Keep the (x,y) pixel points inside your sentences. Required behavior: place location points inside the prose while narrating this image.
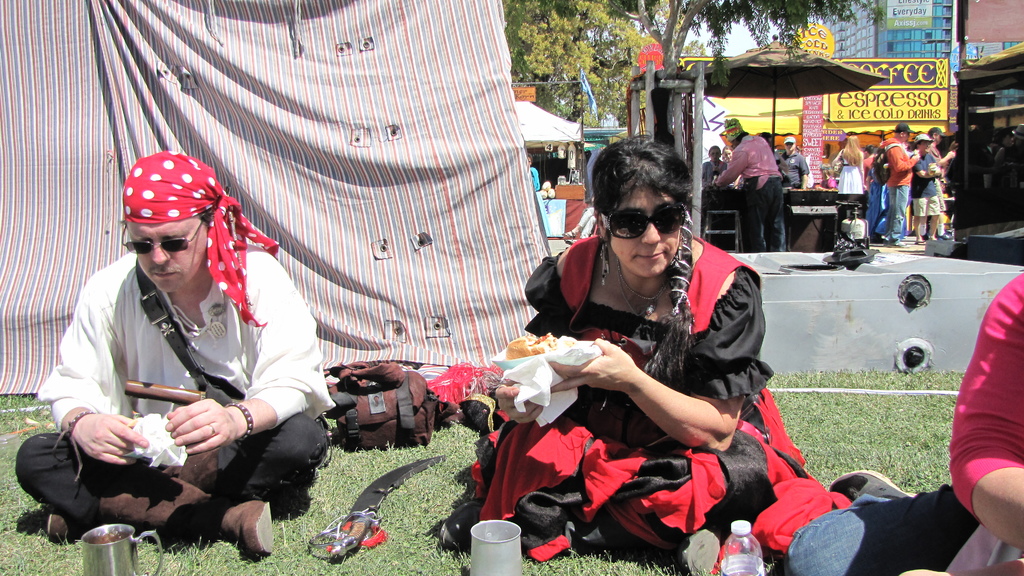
In this image I can see some people (488,456) are sitting on the grass (420,496). I can see some food item (161,432) in their hands (115,444). In the background (909,41), I can see the trees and a building (906,41) with some text (884,107) written on it.
